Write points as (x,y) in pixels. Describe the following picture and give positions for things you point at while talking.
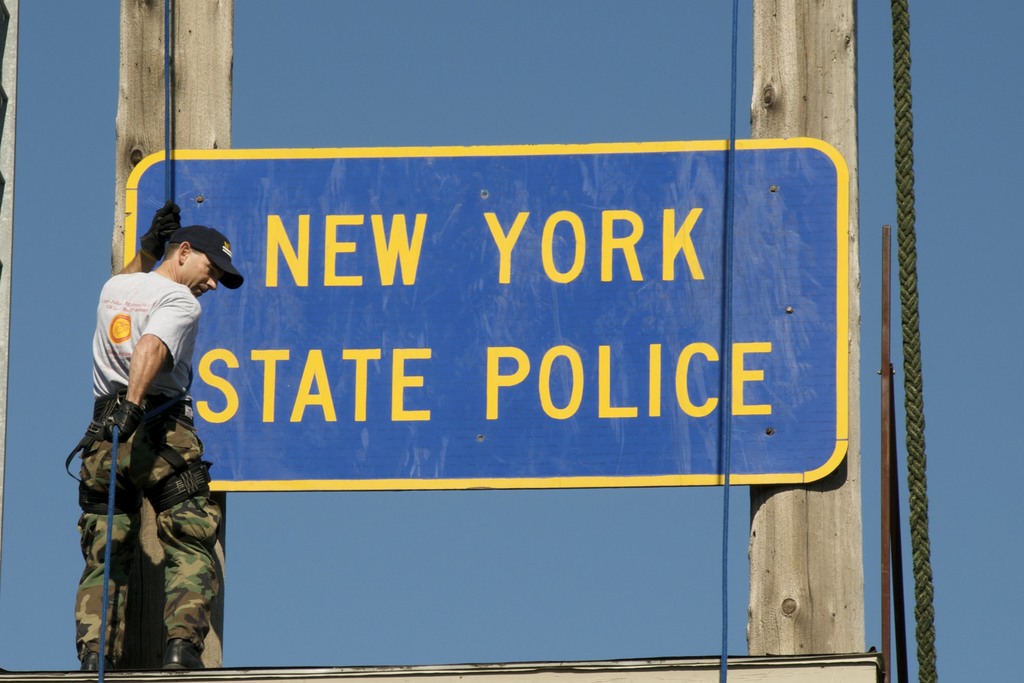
In this image we can see a person (150,405) wearing a cap (199,250) and gloves (128,421) is holding a rope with his hands (140,415). In the center of the image (468,402) we can see a signboard (637,432) with some text (614,405). To the right side (886,581), we can see ropes (728,507), poles (805,593). In the background (550,579), we can see the sky (472,577).
